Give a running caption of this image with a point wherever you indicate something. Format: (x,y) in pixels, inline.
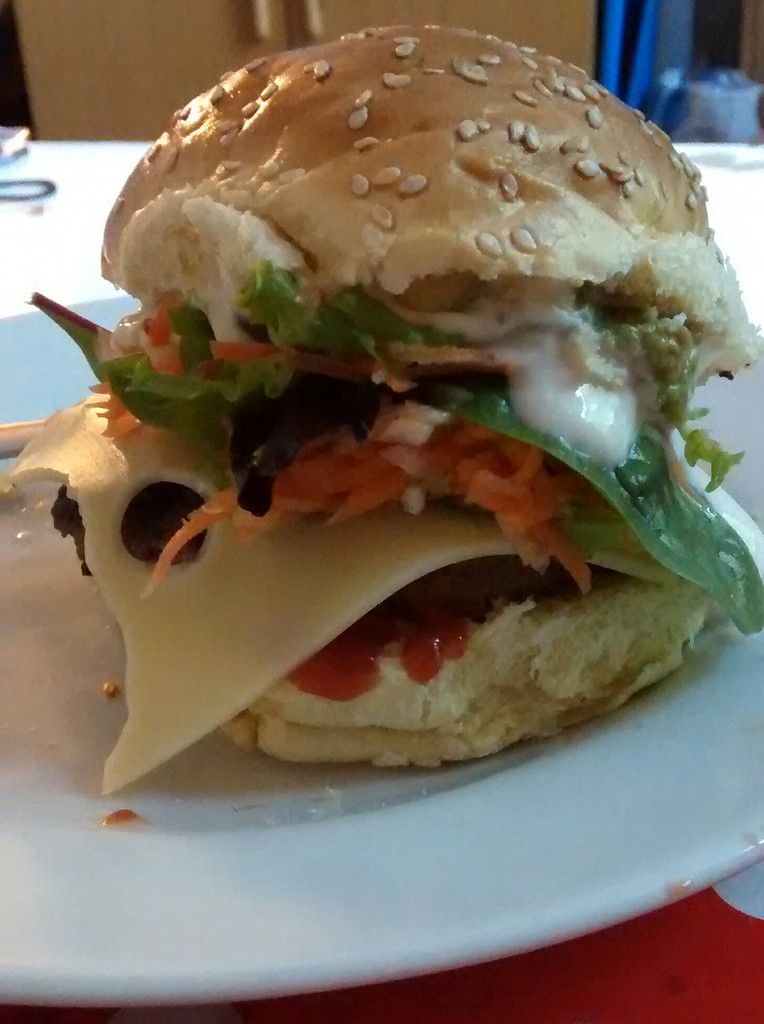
This image is taken indoors. In the background (213,38) there is a wall (672,50). At the bottom of the image (583,940) there is a table (698,920) with a plate (641,750) on it and there is a burger (320,580) on the plate (490,951).
